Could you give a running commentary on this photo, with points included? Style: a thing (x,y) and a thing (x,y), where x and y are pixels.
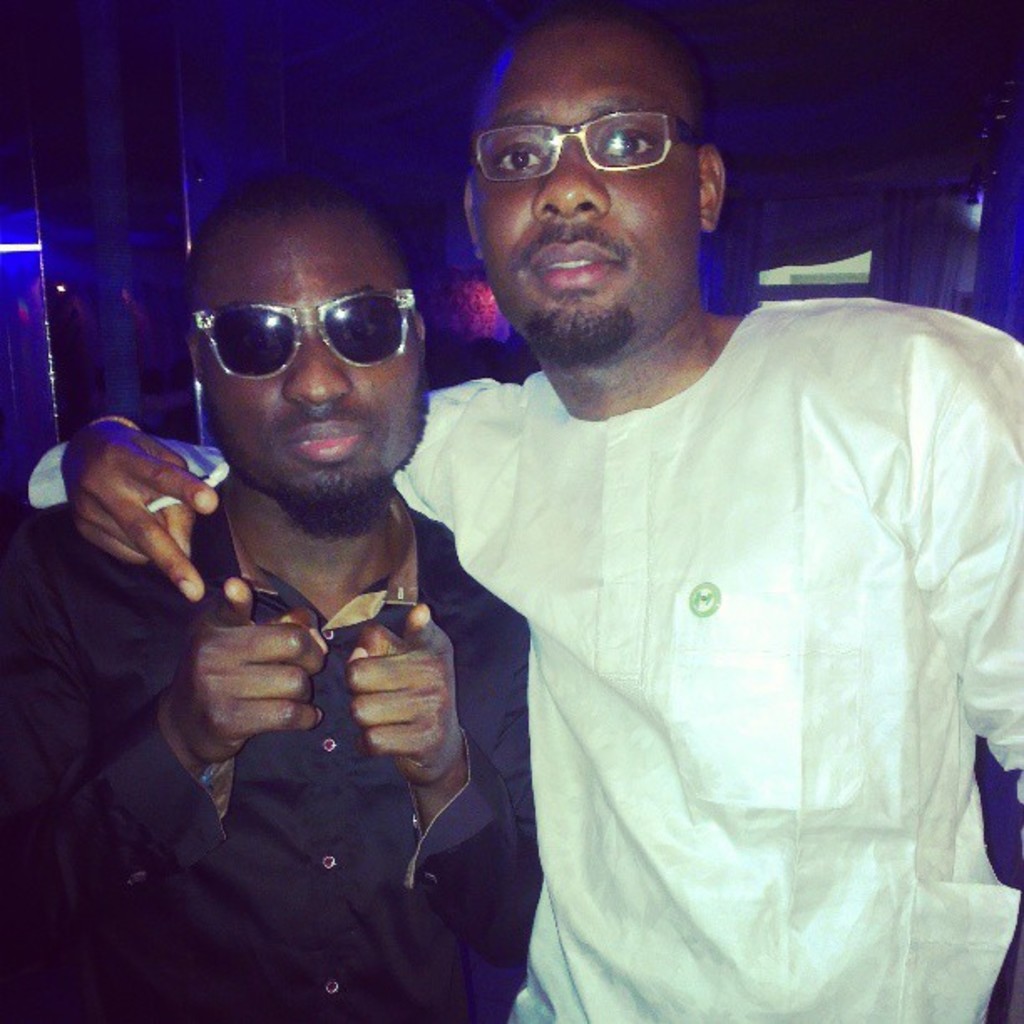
In this image I can see two men (355,533) are standing in the front (261,771). I can see one of them is wearing the black shirt (330,1020) and one man (534,716) is wearing the white dress (765,408). On the right side of the image (698,754) I can see one man (585,285) is wearing a specs (506,139) and on the left side (278,299) I can see another man (306,353) is wearing a black shades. In the background (486,302) I can see few lights (486,302).
